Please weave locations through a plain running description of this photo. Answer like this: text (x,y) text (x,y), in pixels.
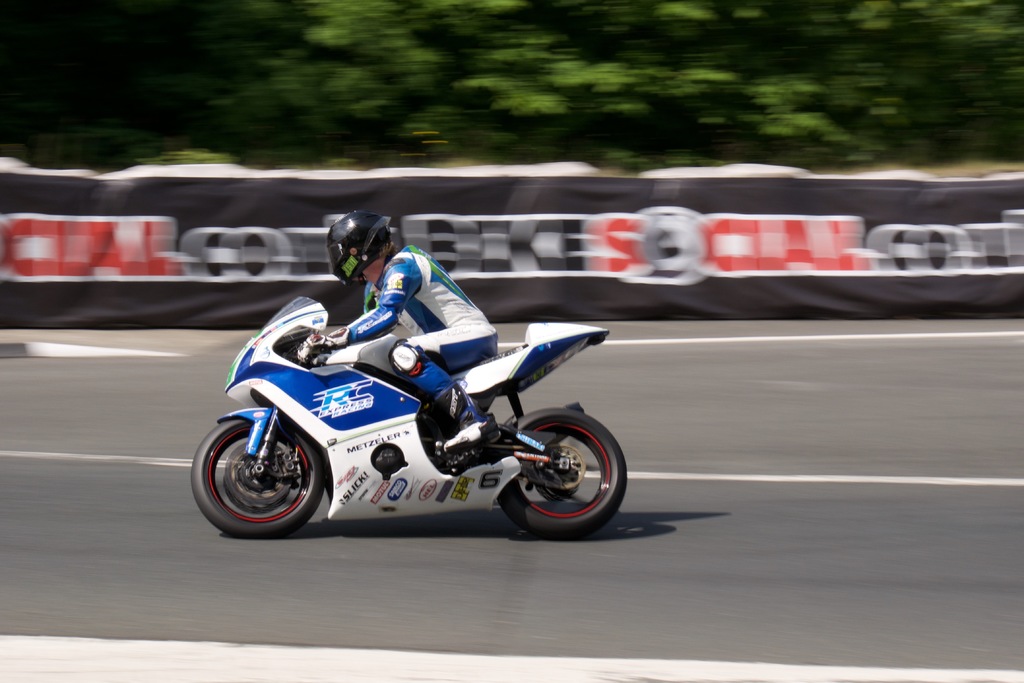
In this image in the center (428,371) there is a person (425,364) riding a bike (373,370). In the background (416,224) there is a banner (497,211) with some text (604,227) written on it and there are trees (620,79).
